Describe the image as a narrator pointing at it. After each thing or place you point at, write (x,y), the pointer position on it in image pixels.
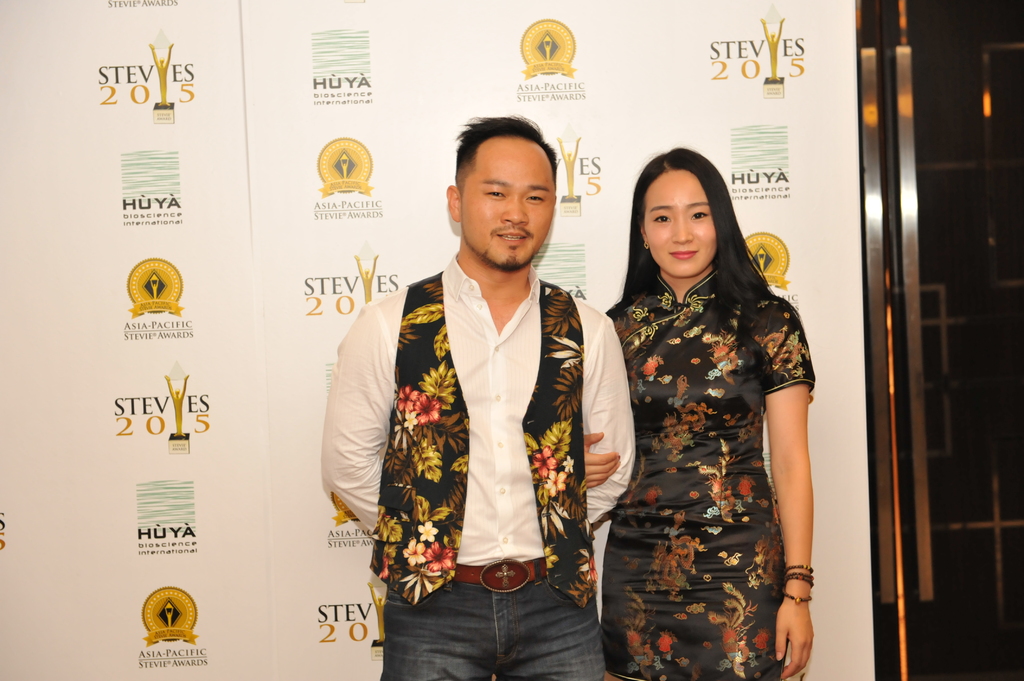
In this image, we can see a man (538,313) and a lady (636,363) standing and in the background (441,71), there is a board (173,136) with some text (192,92) and logos (337,86) and there are stands (880,181).
